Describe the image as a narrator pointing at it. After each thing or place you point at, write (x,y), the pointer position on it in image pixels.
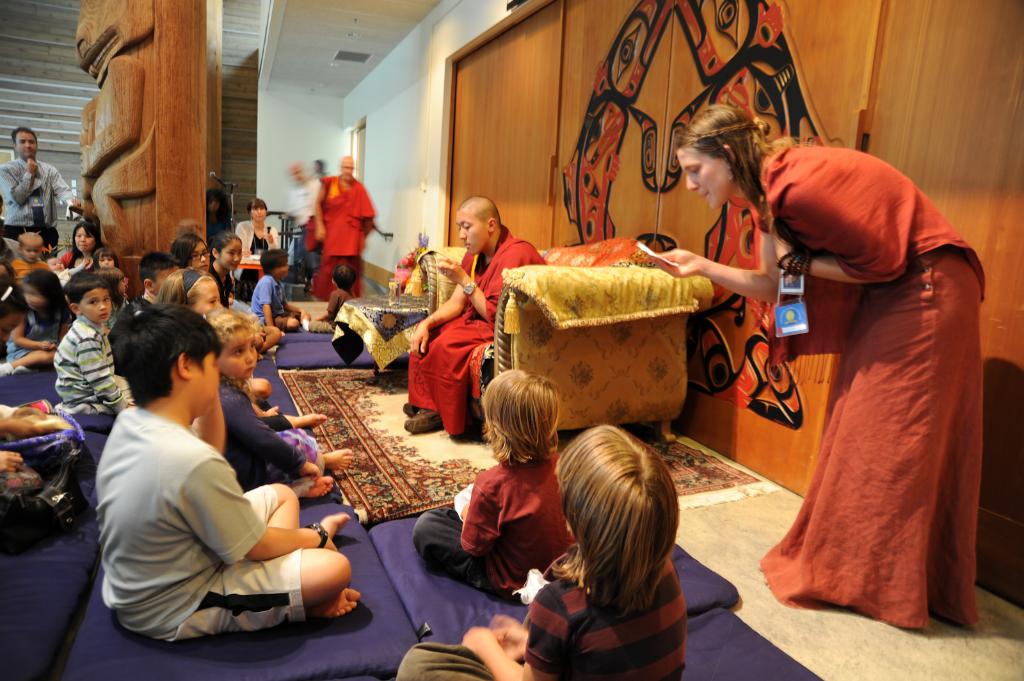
In this image we can see a group of people (539,503) on the ground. One person (494,335) is sitting on a chair (591,294). One woman (906,311) is standing and holding a paper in her hand (671,259). In the foreground (551,512) we can see some children (142,543) sitting on the surface (83,517). In the background (233,196), we can see the microphone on stand (230,184), cupboards (500,114) and a door (364,135). On the left side of the image (128,154) we can see a statue (128,154).
